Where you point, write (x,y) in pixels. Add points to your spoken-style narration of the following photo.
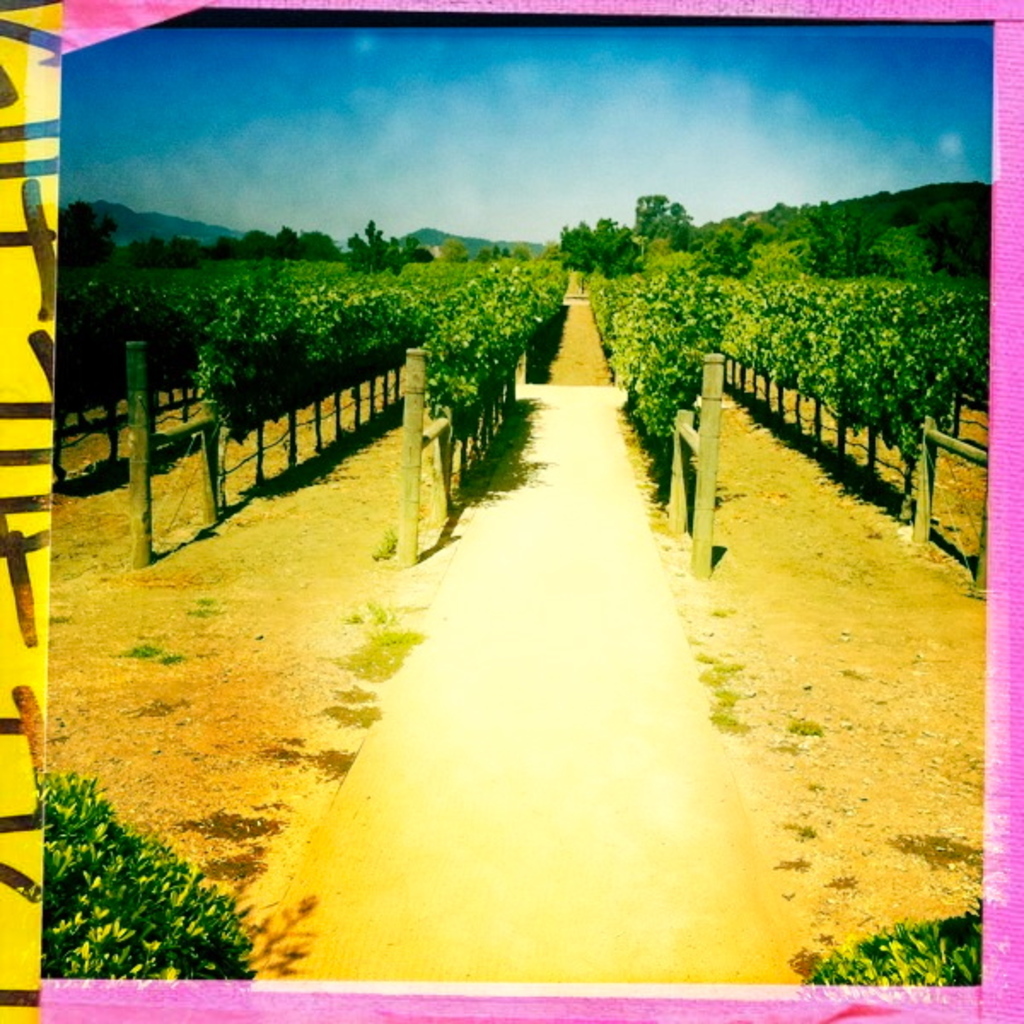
In this picture we can see some trees (876,223), at the bottom (911,954) there are two plants (927,964), we can see the sky (545,146) at the top of the picture (483,147).
